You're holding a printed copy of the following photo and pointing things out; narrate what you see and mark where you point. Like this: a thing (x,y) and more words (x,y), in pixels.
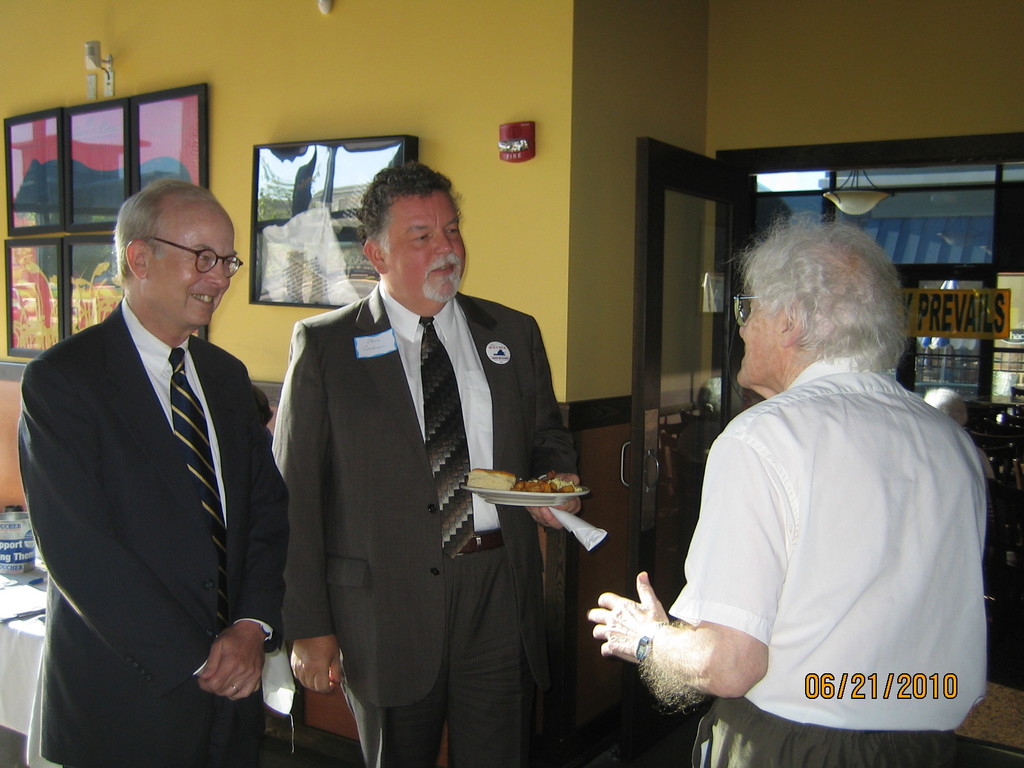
In this image, we can see people (381,598) standing and some are wearing glasses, one of them is holding a plate (522,494) containing food (522,481). In the background (126,128), there are frames (123,121) on the wall (339,121) and some objects (500,134) and we can see a door (687,326), lights (858,200) and some boards (934,314). At the bottom (23,554), there is an object (29,566) and a cloth (17,678) on the table (33,748) and we can see floor (282,754).
